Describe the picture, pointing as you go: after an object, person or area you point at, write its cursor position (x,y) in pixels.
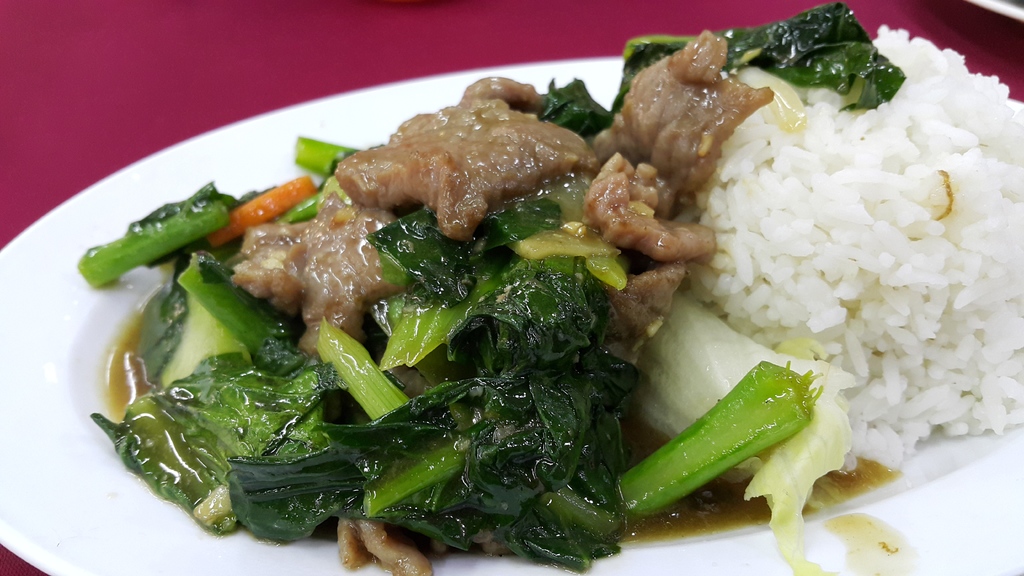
In this image there is a maroon color background (983,57). There is a plate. We can see the food (666,262) on the plate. There is rice (826,241) and green leaf vegetable (403,252).
